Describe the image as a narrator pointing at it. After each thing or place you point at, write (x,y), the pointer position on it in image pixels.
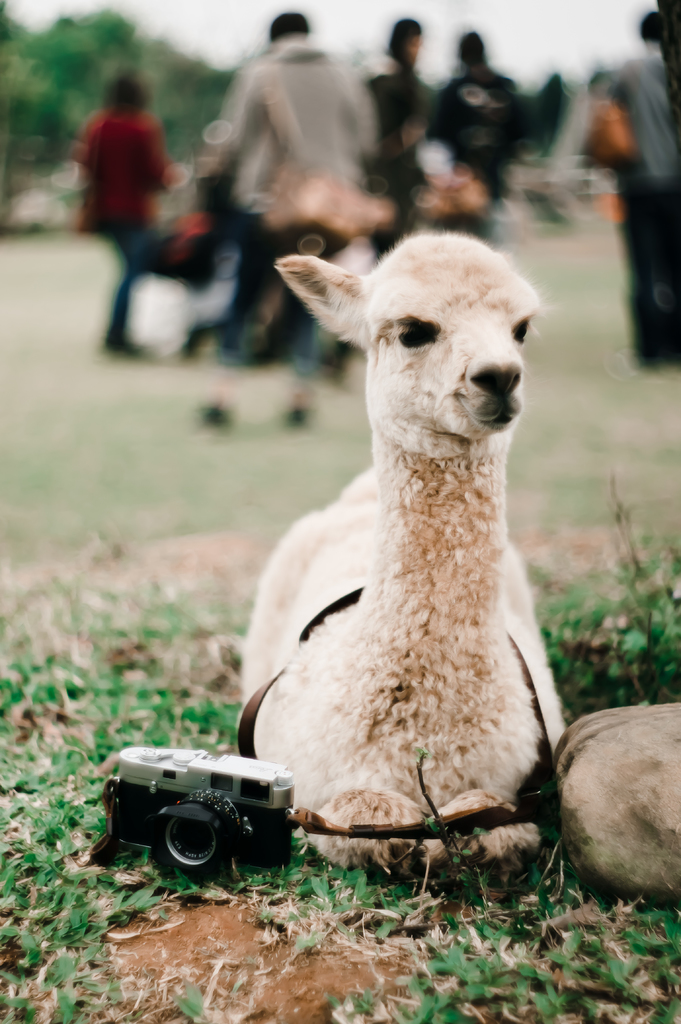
In the center of the image (421,602) we can see one alpaca (434,524), which is in white color. And we can see one camera (193,765) and a stone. And we can see camera belt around alpaca neck (467,673). In the background (136,250) we can see trees (53,59), few people (636,193) are standing and few other objects (467,179).
